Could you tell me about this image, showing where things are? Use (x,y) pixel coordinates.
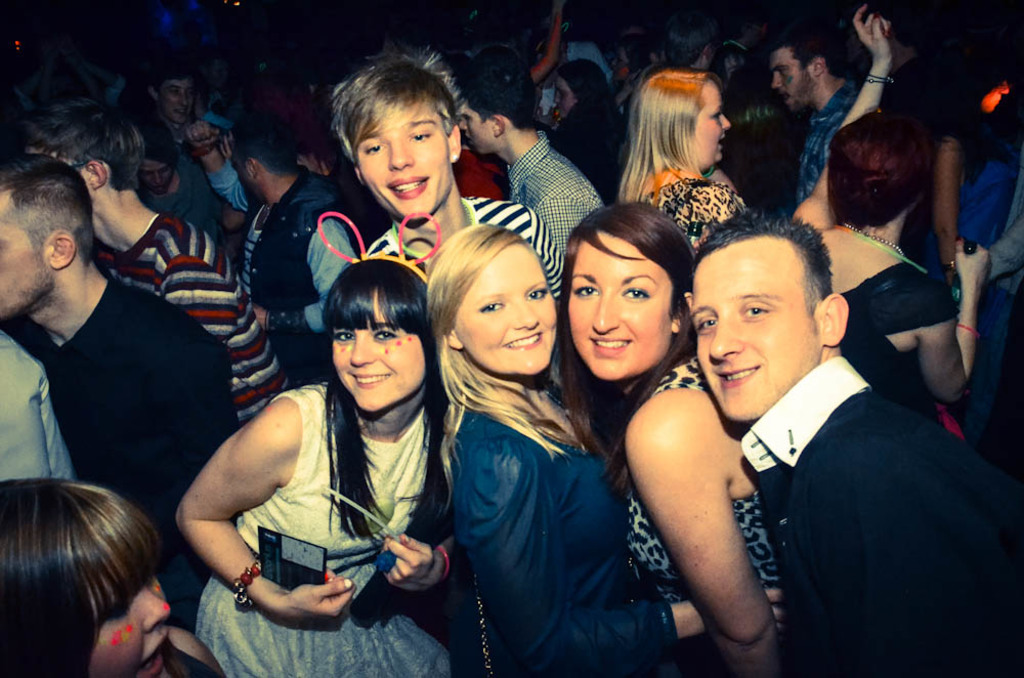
In this image there are five persons (376,365) standing and smiling, and in the background (163,285) there are group of people (873,206) standing.
